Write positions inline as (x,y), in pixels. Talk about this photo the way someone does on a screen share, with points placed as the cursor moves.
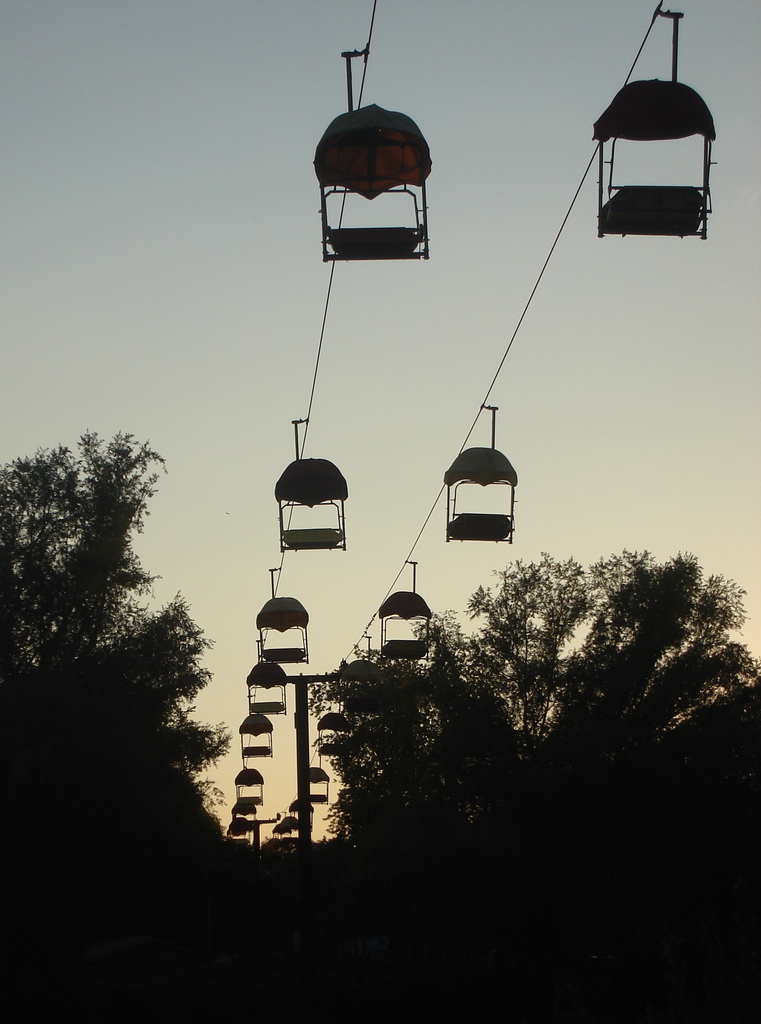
In this image at the bottom (417,833) there are some trees (410,708), and in the center (319,483) there are some cable cars (607,115), and wires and at the top of the image (297,129) there is sky (328,266).
